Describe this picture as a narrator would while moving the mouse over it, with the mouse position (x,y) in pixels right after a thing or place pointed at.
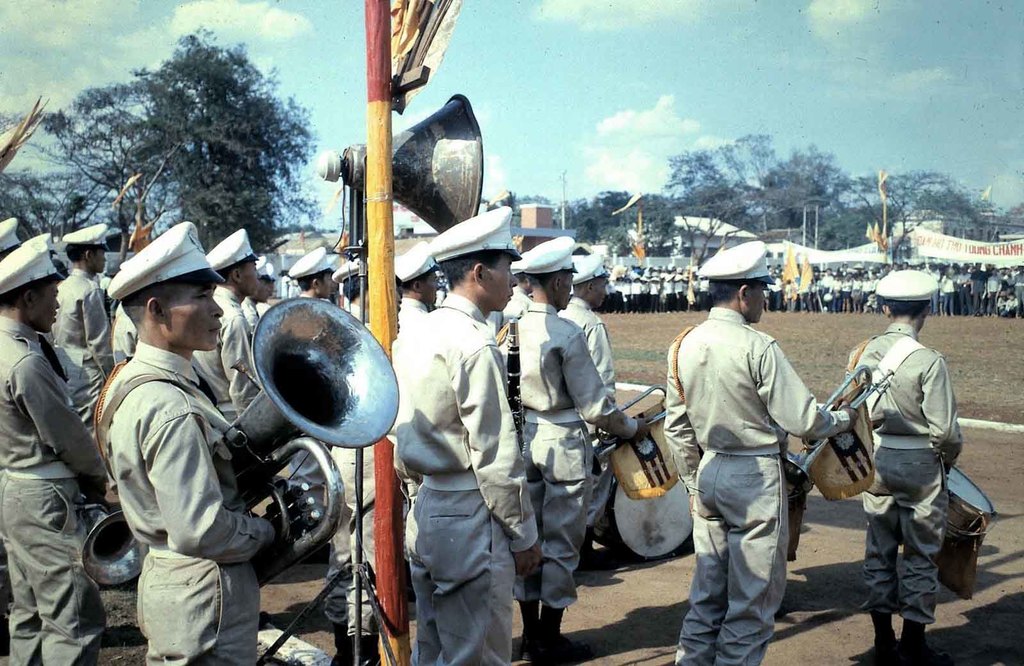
This is an outside view. Here I can see few men (94,429) wearing uniform (235,543), holding some musical instruments (300,479) in the hands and standing facing towards the right side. There is a pole (387,255). In the background (696,277), I can see a crowd of people (682,285) standing on the ground (666,313) and also there are some trees (241,178) and a building (536,211). At the top of the image (677,94) I can see the sky (631,106) and clouds (634,127).
